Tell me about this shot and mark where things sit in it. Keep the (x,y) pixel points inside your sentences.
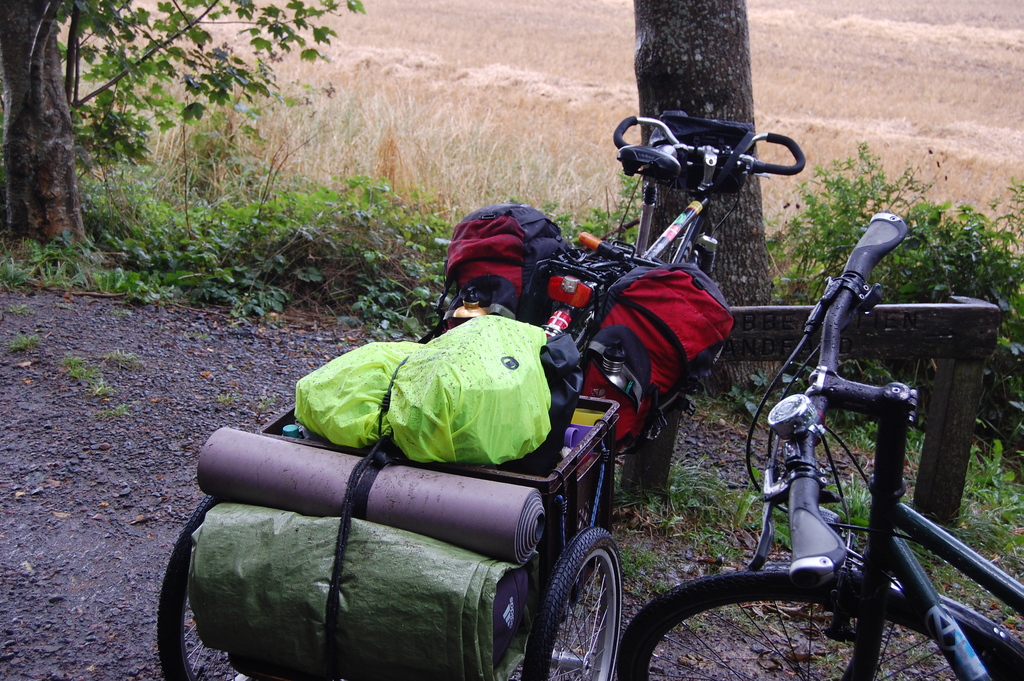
In this picture I can see bicycle (890,500) on which one of the bike (585,295) has bags (463,375) and other objects (428,500) attached to it. In the background (377,265) I can see grass (480,102), plants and trees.
